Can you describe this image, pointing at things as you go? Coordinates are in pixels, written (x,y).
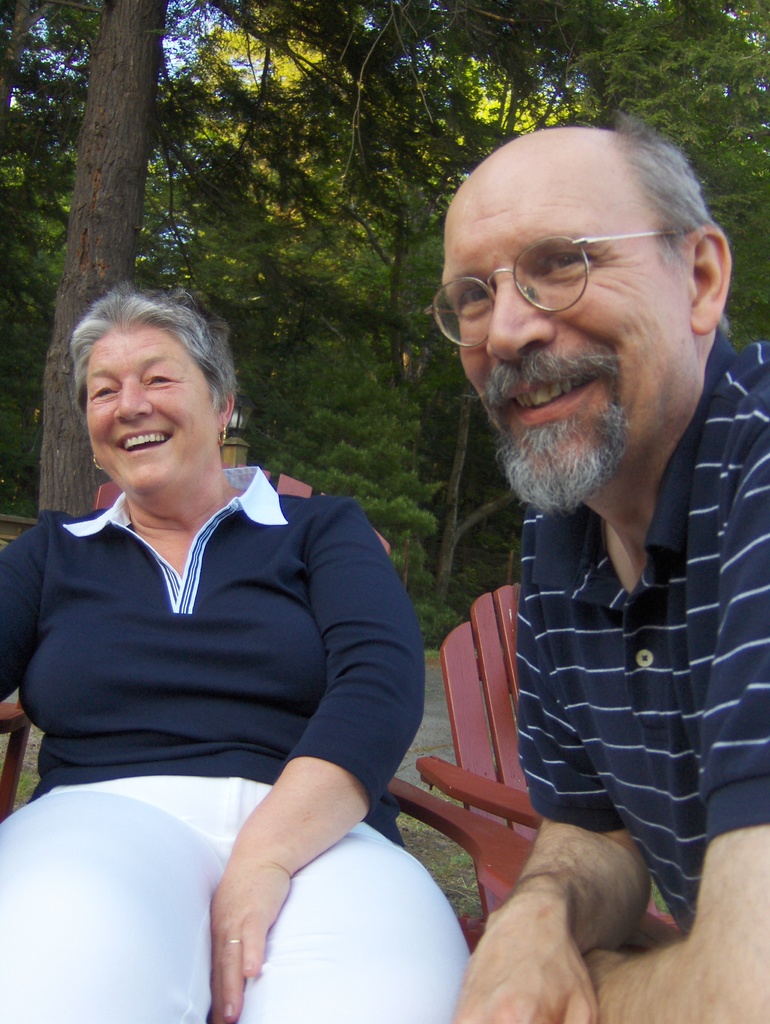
This picture describes about a woman (229,502) and man (560,490) they are seated on the chair (497,641) and they are smiling, in the background (425,206) we can see couple of trees (358,138).
